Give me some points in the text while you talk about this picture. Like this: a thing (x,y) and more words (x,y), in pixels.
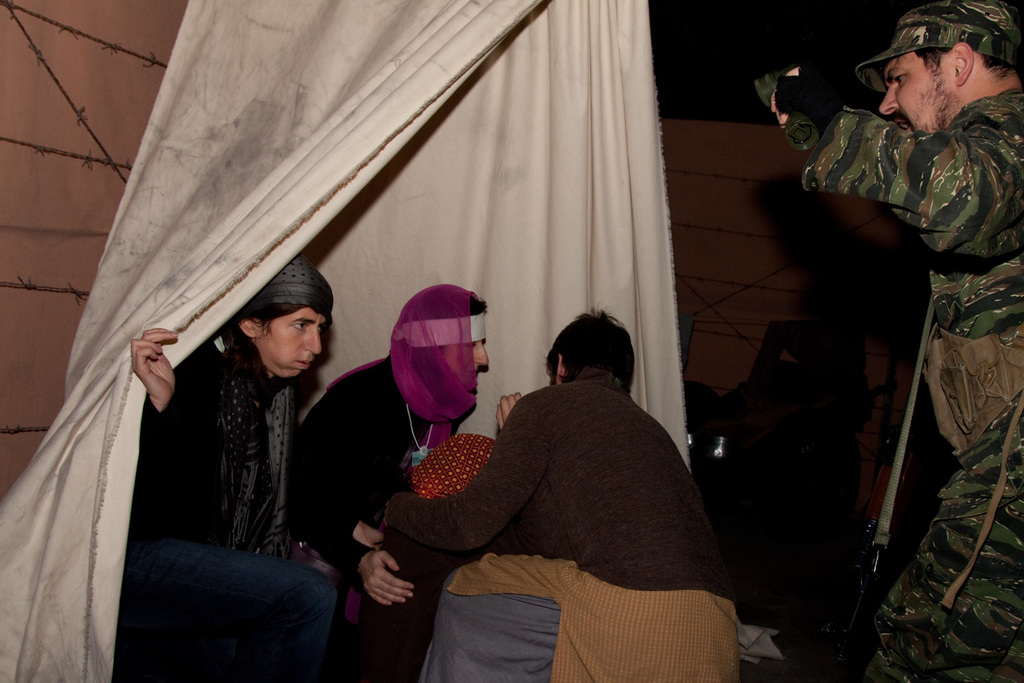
In the image I can see some people (277,583) who are sitting, among them a person (201,568) is holding the cloth (446,44) and the other person (974,161) who is wearing the cap (927,23) and standing.
